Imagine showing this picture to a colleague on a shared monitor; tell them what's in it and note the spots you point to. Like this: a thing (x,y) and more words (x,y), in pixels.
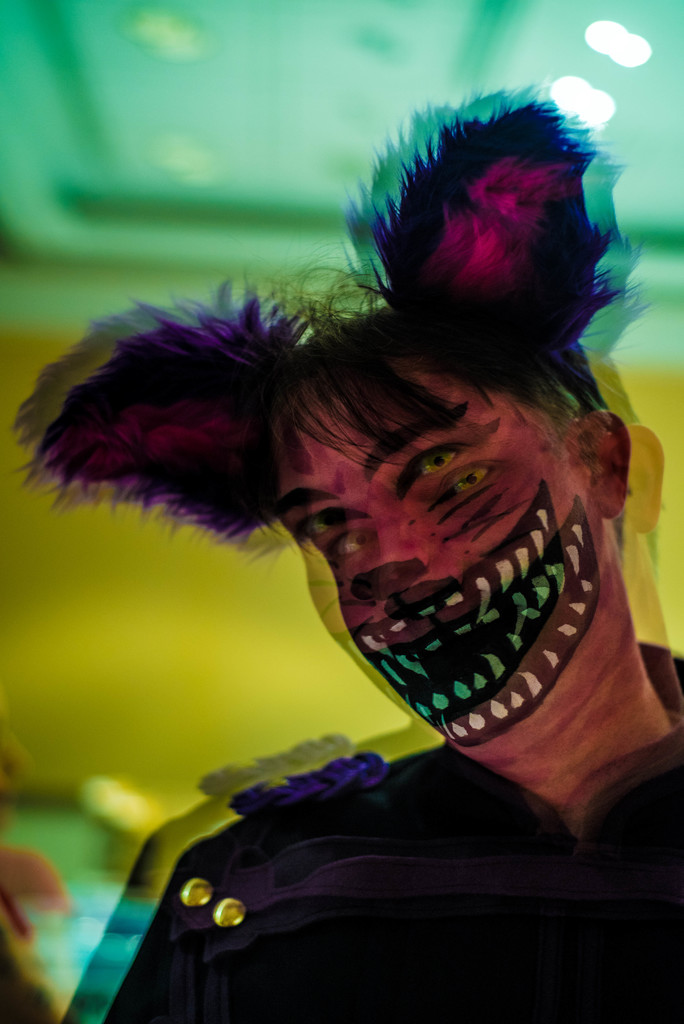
In the picture I can see a person (321,447) in the costume (433,755). I can see the painting (465,649) on the face (479,572) and there are ears (459,206) on the head (485,534). There is a lighting arrangement (589,108) on the roof (667,85) on the top right side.
